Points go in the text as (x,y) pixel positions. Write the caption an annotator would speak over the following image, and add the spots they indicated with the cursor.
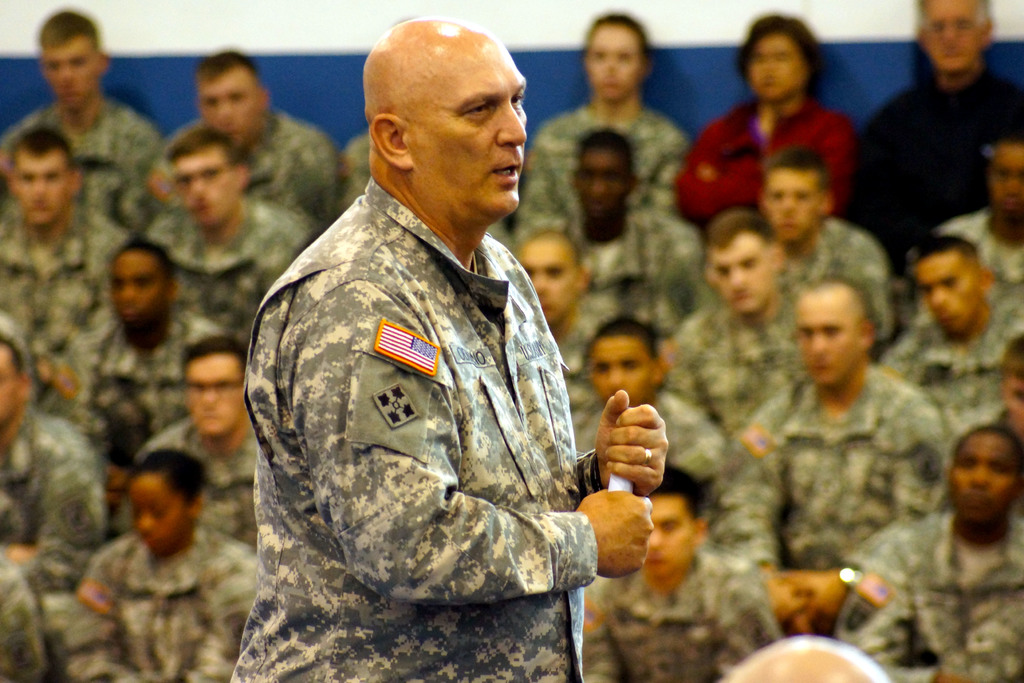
In the middle of the image (344,253) a man (581,456) is standing and holding a paper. Beside him few people (43,139) are sitting. At the top of the image (356,84) there is wall (285,37).
